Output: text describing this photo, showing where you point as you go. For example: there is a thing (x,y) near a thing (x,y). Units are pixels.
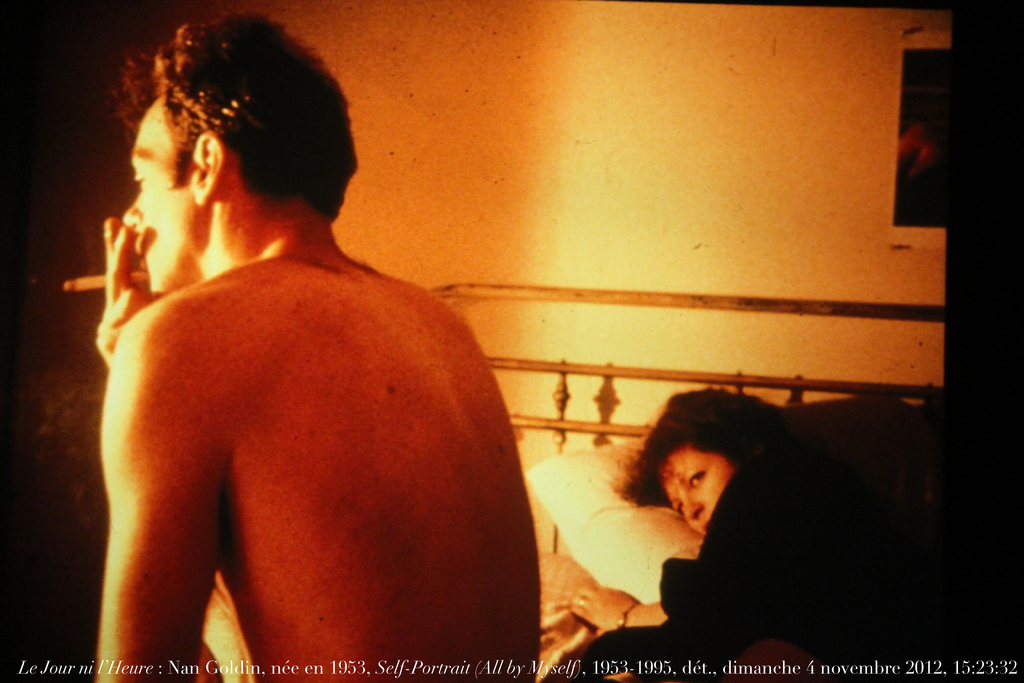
In this image I can see two persons (421,488). On the left side (158,360) I can see one person (158,360) is smoking and on the right side (738,403) I can see one person (588,617) is lying on the bed (789,641). On the bottom side of the image (993,670) I can see a watermark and on the top right side (919,63) I can see a poster (904,186) on the wall (867,262).
